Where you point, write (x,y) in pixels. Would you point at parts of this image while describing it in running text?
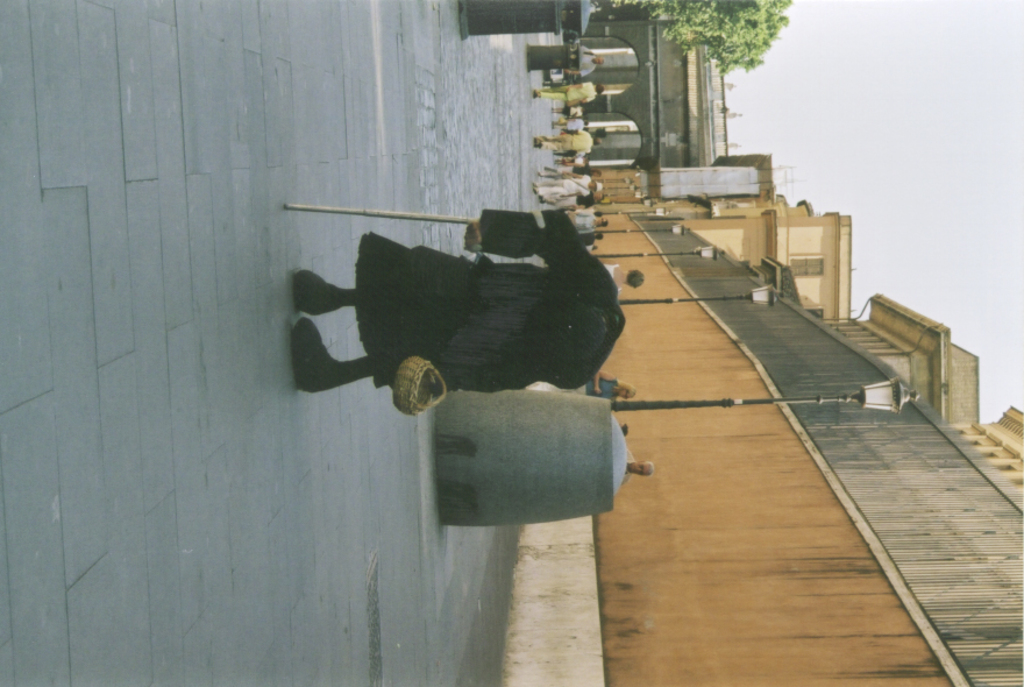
This is a rotated image. In this image there is a person (492,330) standing on the road (455,236) and he is holding a basket (412,389) in the one hand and in the other hand (468,243) he is holding a stick (460,219), behind the person (496,215) there are few people (589,171) walking and there are some objects (541,450) placed on the road (478,50). On the right side of the image (791,550) there are buildings (728,252) and there is a tree (718,12). In the background (927,164) there is the sky (910,210).
